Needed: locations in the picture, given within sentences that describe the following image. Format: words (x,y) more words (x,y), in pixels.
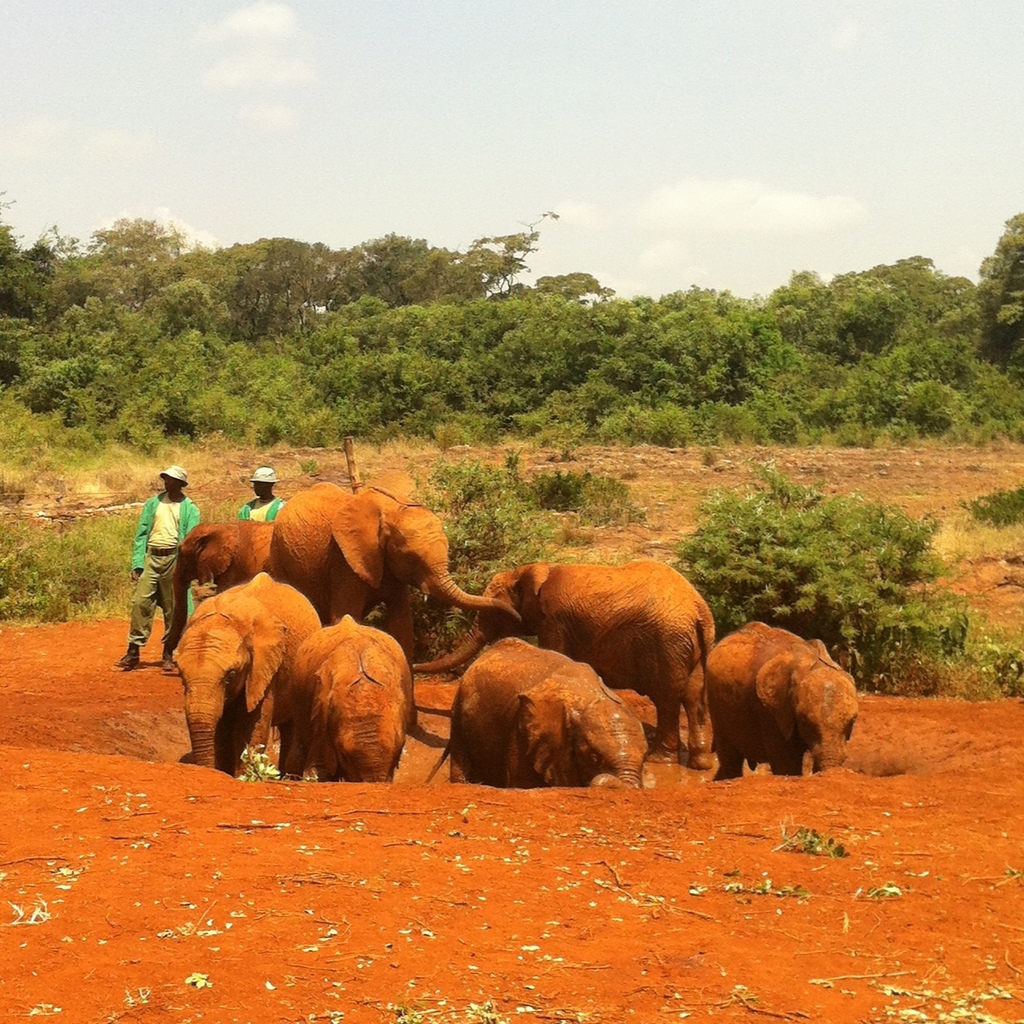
In this picture we can observe a herd of elephants (321,526). There are two persons (256,490) standing on the left side (175,518). In the background (529,370) there are some trees (657,383). We can observe a sky (392,124) with some clouds (258,112).
